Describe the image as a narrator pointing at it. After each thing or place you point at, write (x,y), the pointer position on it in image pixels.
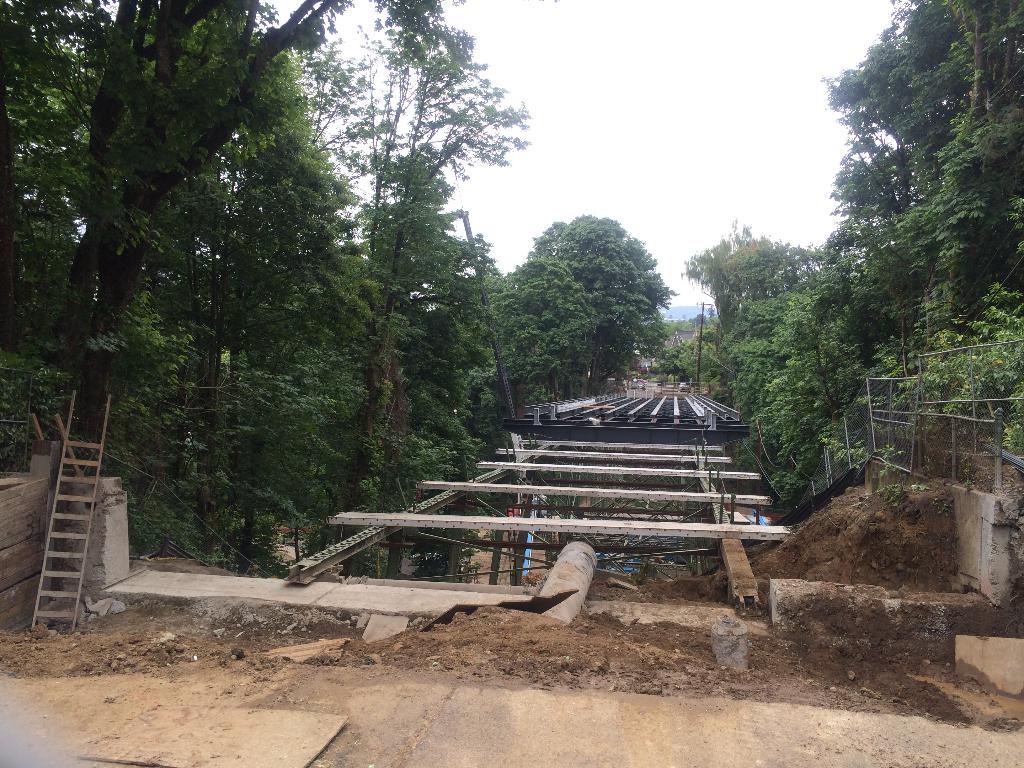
On the right (901,351) and left side of the image (145,283) there are trees (379,348). At the center of the image (662,419) there is a metal structure (651,466). In the background (682,101) there is a sky (611,158).
